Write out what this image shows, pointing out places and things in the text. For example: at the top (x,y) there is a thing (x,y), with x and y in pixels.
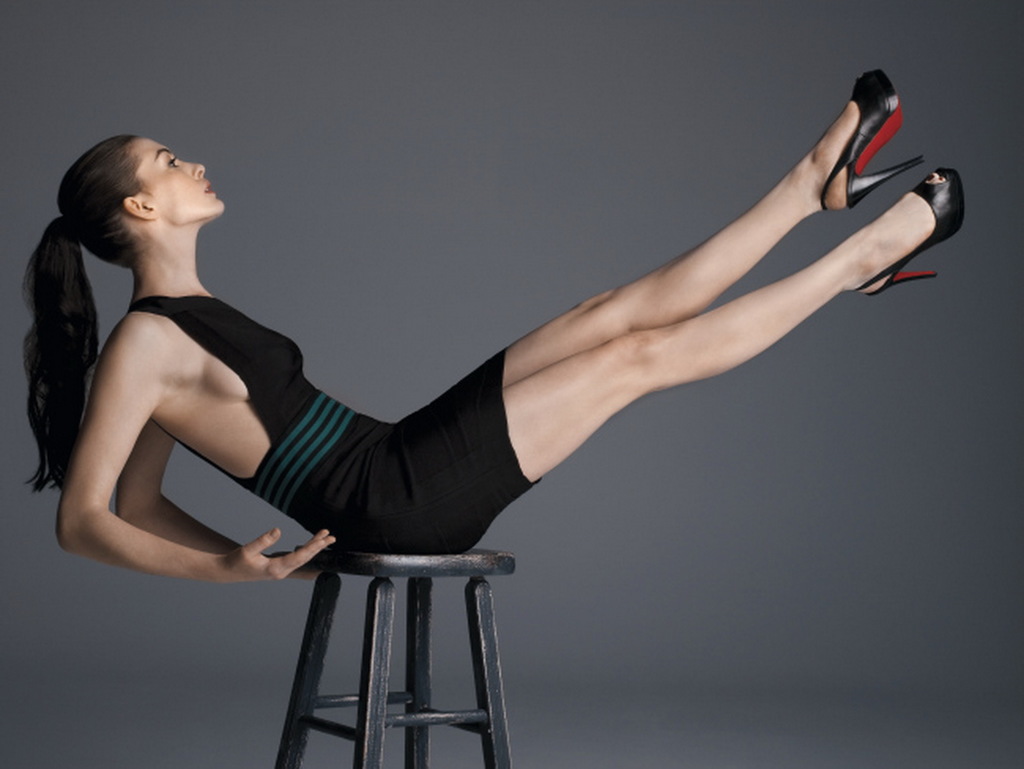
In the picture we can see a woman (892,240) sitting on the stool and doing some exercise, she is wearing a black top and heels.
